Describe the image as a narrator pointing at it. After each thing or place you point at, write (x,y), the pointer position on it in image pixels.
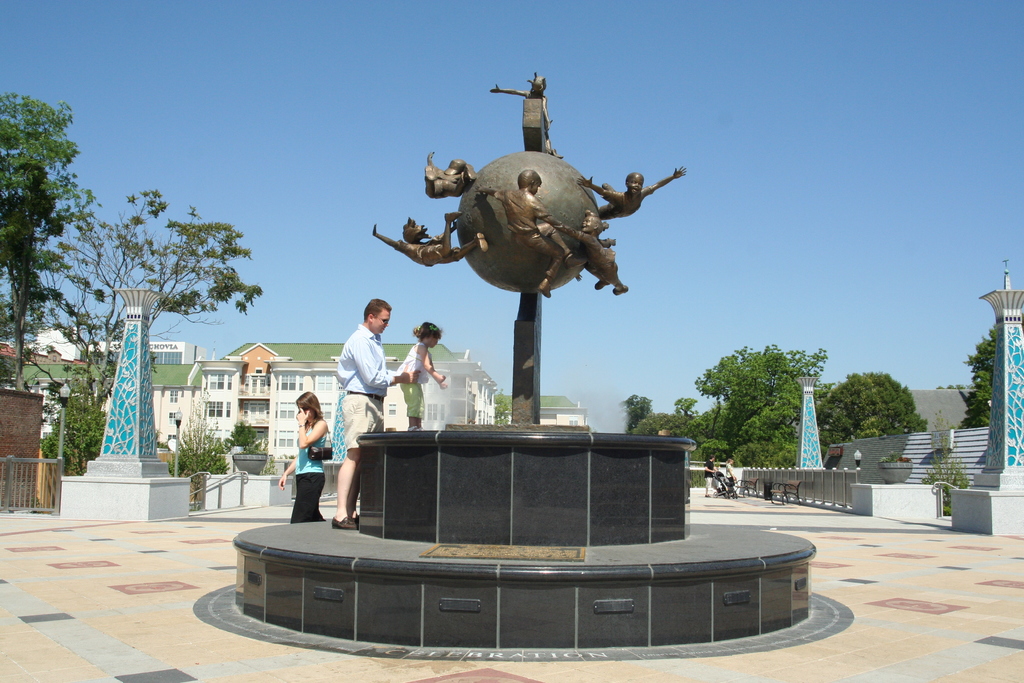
At the center of the image (486,235) there is a statue (440,486), beside the statue (397,441) there are a few people (349,383) standing and there are few pillars (1017,433), trees (16,368), buildings (175,343), railing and in the background (331,268) there is the sky (344,228).
